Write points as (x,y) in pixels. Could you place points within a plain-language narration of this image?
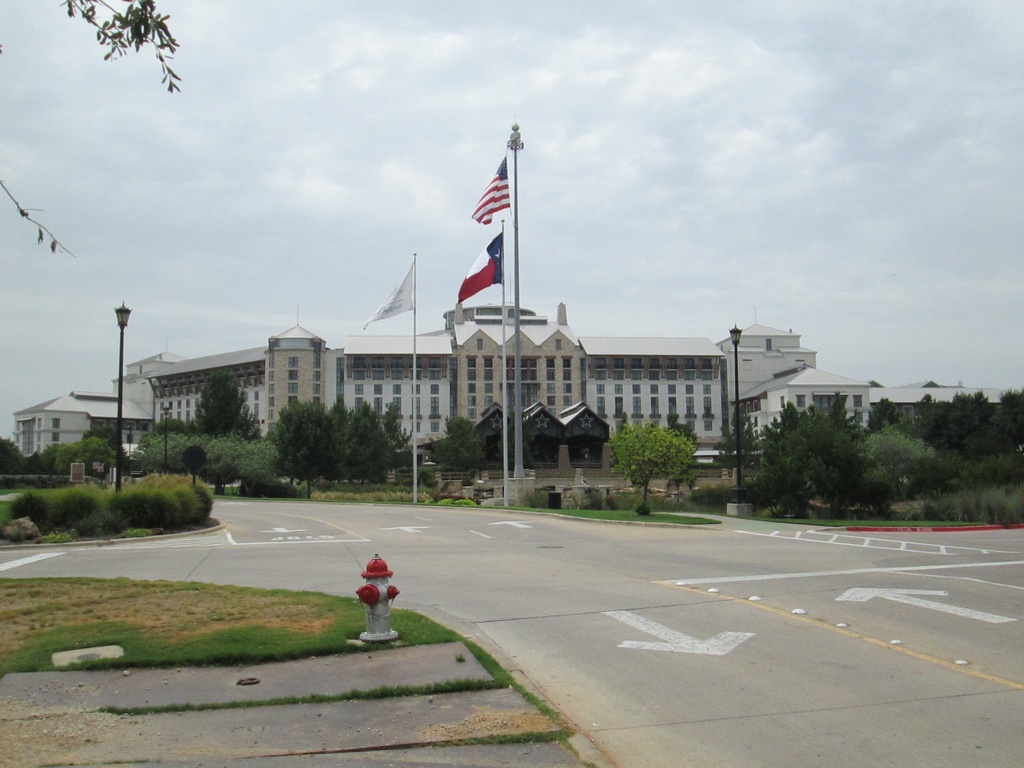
In this image I can see grass (293,646) a fire hydrant (358,595), few poles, street lights (122,391), few flags (471,292), plants (164,503), number of trees (203,394), buildings (614,406), number of windows (409,399) and in background (708,272) I can see the sky (686,212). Here I can see white colour lines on road (791,660).
